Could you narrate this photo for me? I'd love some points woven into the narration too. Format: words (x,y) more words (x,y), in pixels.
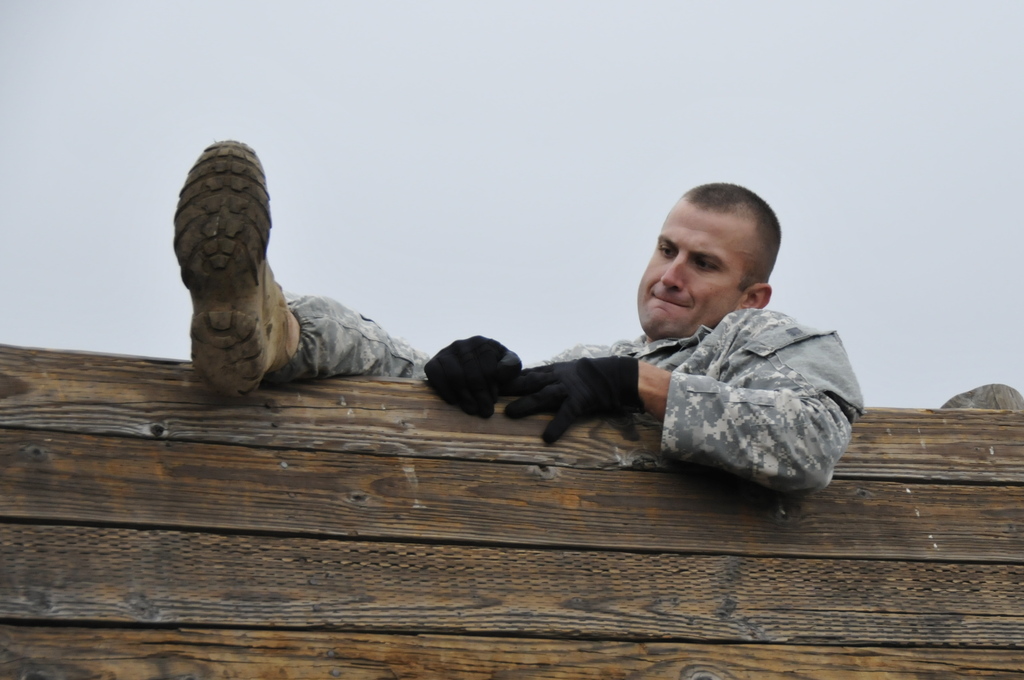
In this picture we observe an army guy (380,356) who is wearing gloves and boots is trying to get above the wooden wall (22,473).
